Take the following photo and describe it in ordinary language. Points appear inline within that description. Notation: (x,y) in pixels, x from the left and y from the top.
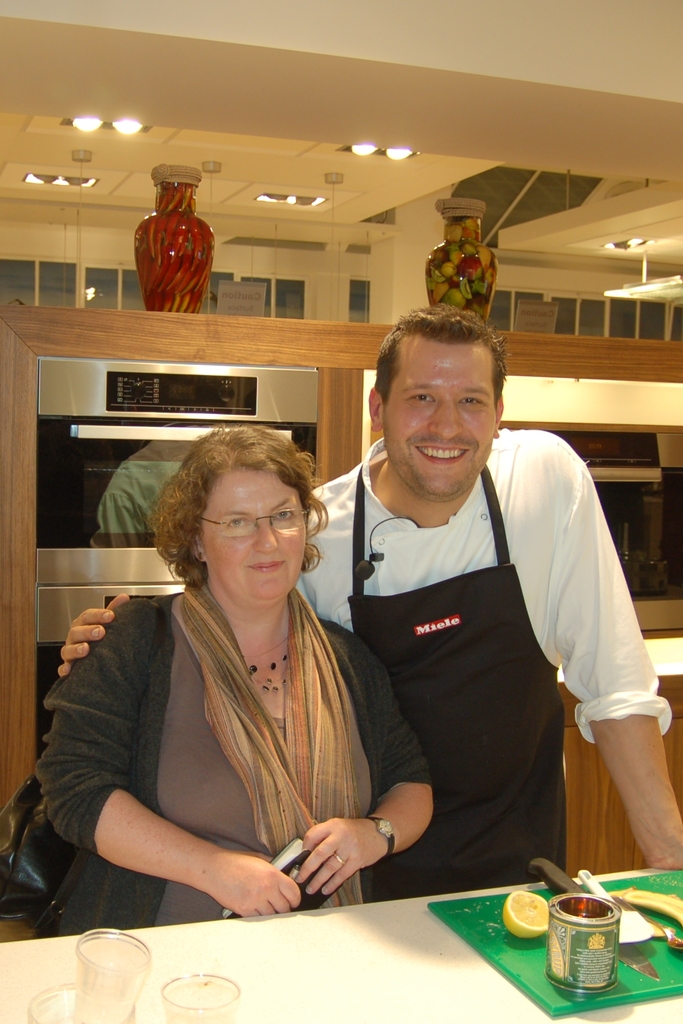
In this image, there are two persons (487,524) standing in front of the table (384,924) and wearing colorful clothes (488,670). This person (225,544) wearing spectacles (231,524) and watch (389,836). This table (272,992) contains glasses (118,1003), knife (560,884) and lemon (533,918). There are some lights (134,128) at the top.
